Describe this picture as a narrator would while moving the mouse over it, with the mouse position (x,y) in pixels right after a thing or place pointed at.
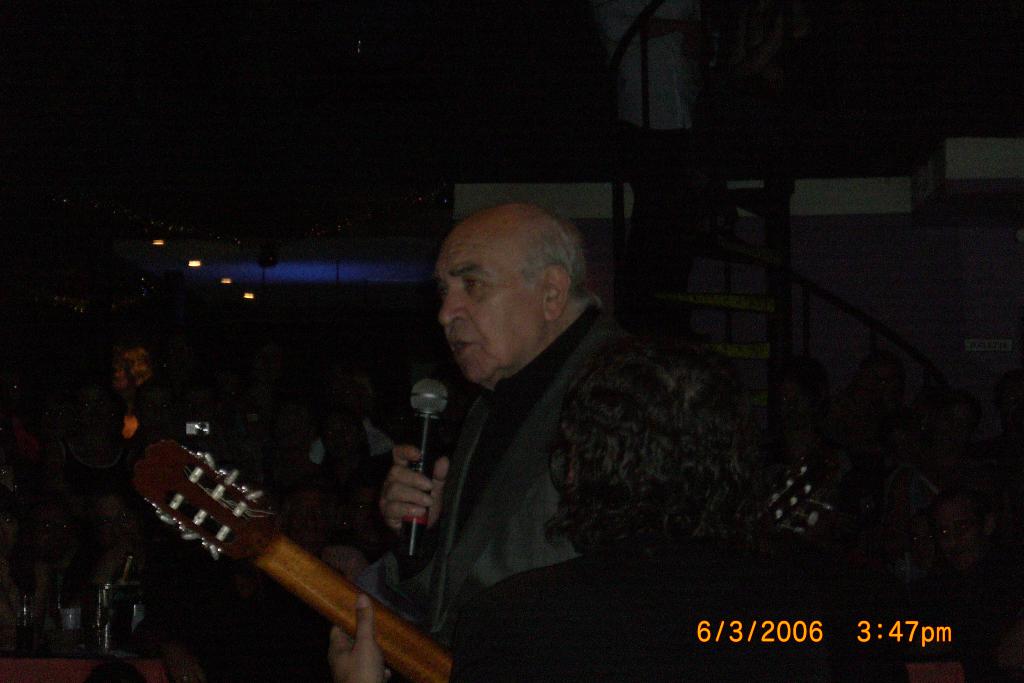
In this image I can see two people (447,459) where one man (530,230) is holding a mic (409,541) in his hand (410,504) and another one is holding a guitar (293,548). In the background (784,392) I can see few more people (946,521) and a stair (732,243).
